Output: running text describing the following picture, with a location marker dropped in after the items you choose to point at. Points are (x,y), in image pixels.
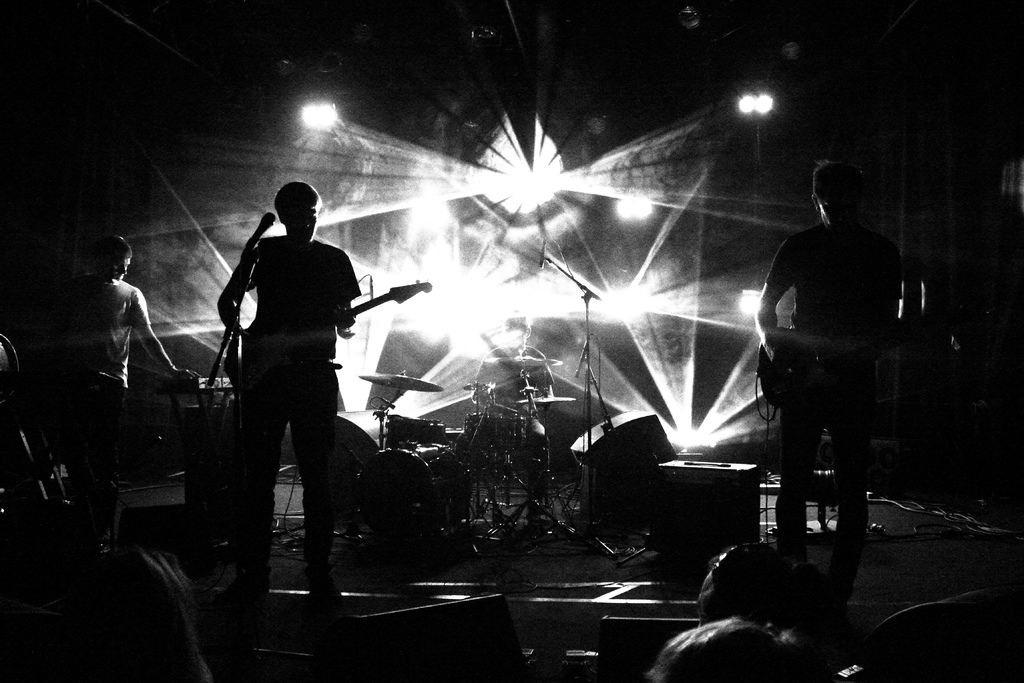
In this picture there are two persons (807,320) standing and playing guitar (249,342) and there is another person (508,392) playing drums (499,429) behind them and there is another person (124,312) standing in the left corner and there are few audience (749,603) in front of them and there are few lights (493,196) in the background (527,163).
